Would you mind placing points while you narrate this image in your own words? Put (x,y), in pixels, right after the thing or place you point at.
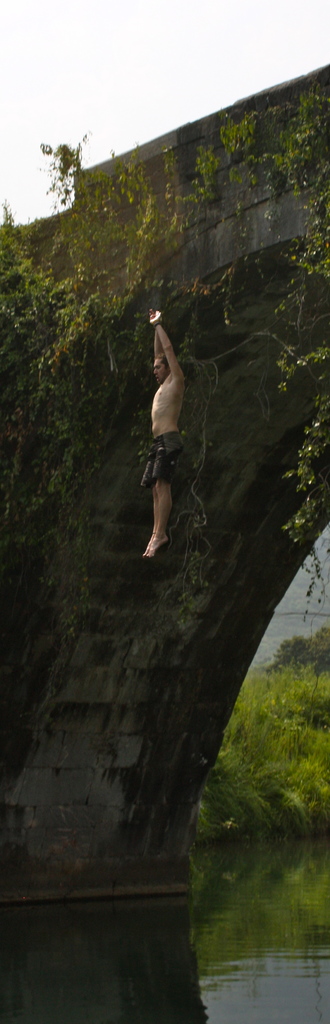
This image consists of a person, who is jumping into the water (31,1010). There is water (213,973) at the bottom (241,969). There are bushes (287,754) on the right side (290,715). There is something like bridge (183,316) at the top (268,256).
